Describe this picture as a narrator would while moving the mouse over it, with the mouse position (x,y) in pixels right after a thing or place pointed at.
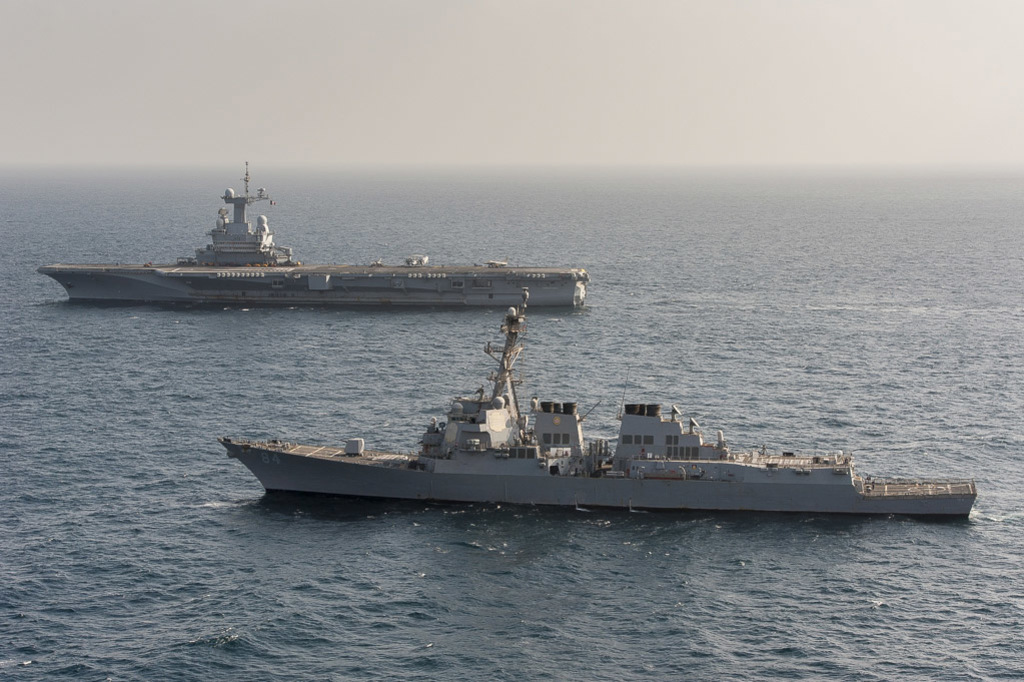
In the image we can see two ships (531,470) in the water (404,333) and the foggy sky (504,97).
